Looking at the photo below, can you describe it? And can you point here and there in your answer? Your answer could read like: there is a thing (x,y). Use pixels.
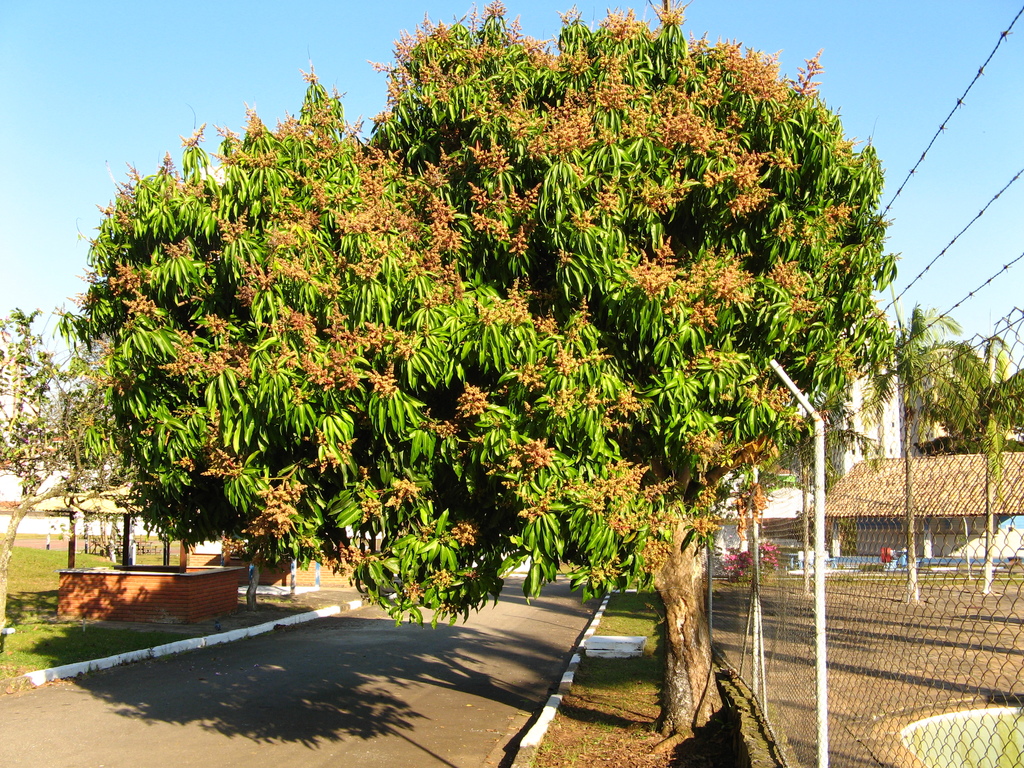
In the foreground of this picture (671,374), there is a tree (659,320) on the side path (650,702) to the road (513,700). On the right (828,644), there is fencing (822,634) and in the background (951,547), there are houses (943,463), trees (942,343) and the sky (952,286). On the left (134,602), there is a shed (114,572), trees (34,478) and the grass (34,640). On the top (199,55), we can see the sky (219,46).
